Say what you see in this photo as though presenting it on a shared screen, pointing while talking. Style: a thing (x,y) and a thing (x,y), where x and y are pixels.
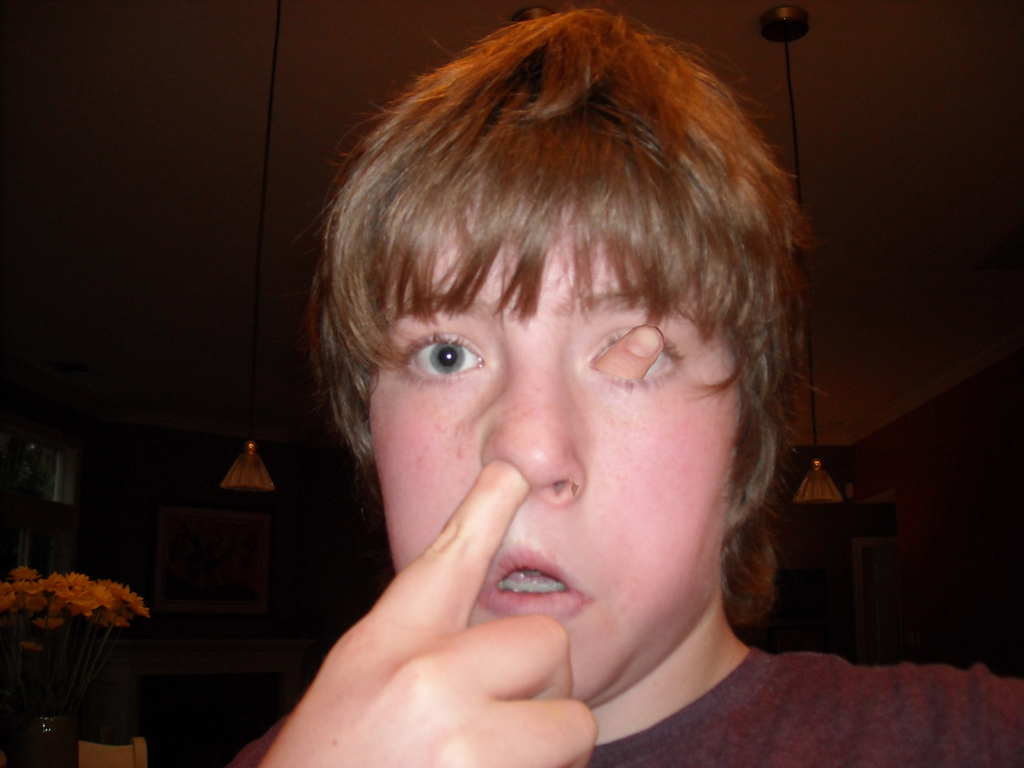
In this image, I can see a person (520,684). In the background (251,485), I can see the lamps (232,483) hanging to the ceiling (807,442) and a photo frame (190,572) attached to the wall (152,486). At the bottom left side of the image (68,744), there is a flower vase (52,719) with a bunch of flowers (26,672) and an object (88,749).
